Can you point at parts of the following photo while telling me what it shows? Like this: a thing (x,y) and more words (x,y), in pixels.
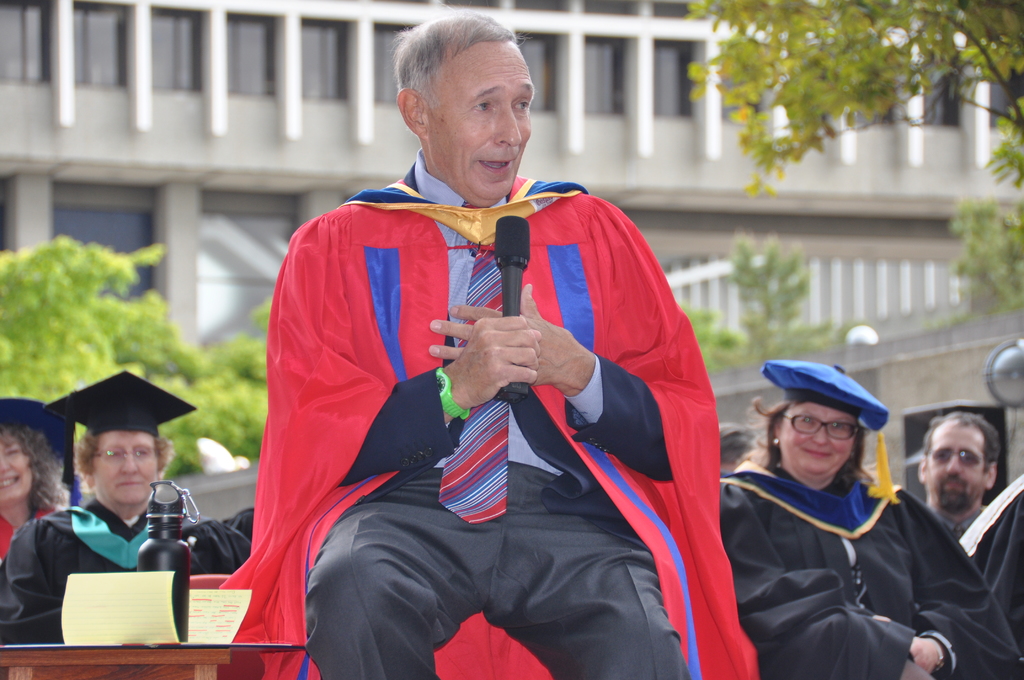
This image consists of many persons (479,533). It looks like a convocation. In the front (493,481), we can see a man (516,366) wearing a red color coat (607,329) and talking in a mic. On the left (84,649), we can see a table (96,645) on which there is a paper (165,596) along with a bottle (184,556). In the background (13,348), there are plants (982,284) and a building (307,10).
